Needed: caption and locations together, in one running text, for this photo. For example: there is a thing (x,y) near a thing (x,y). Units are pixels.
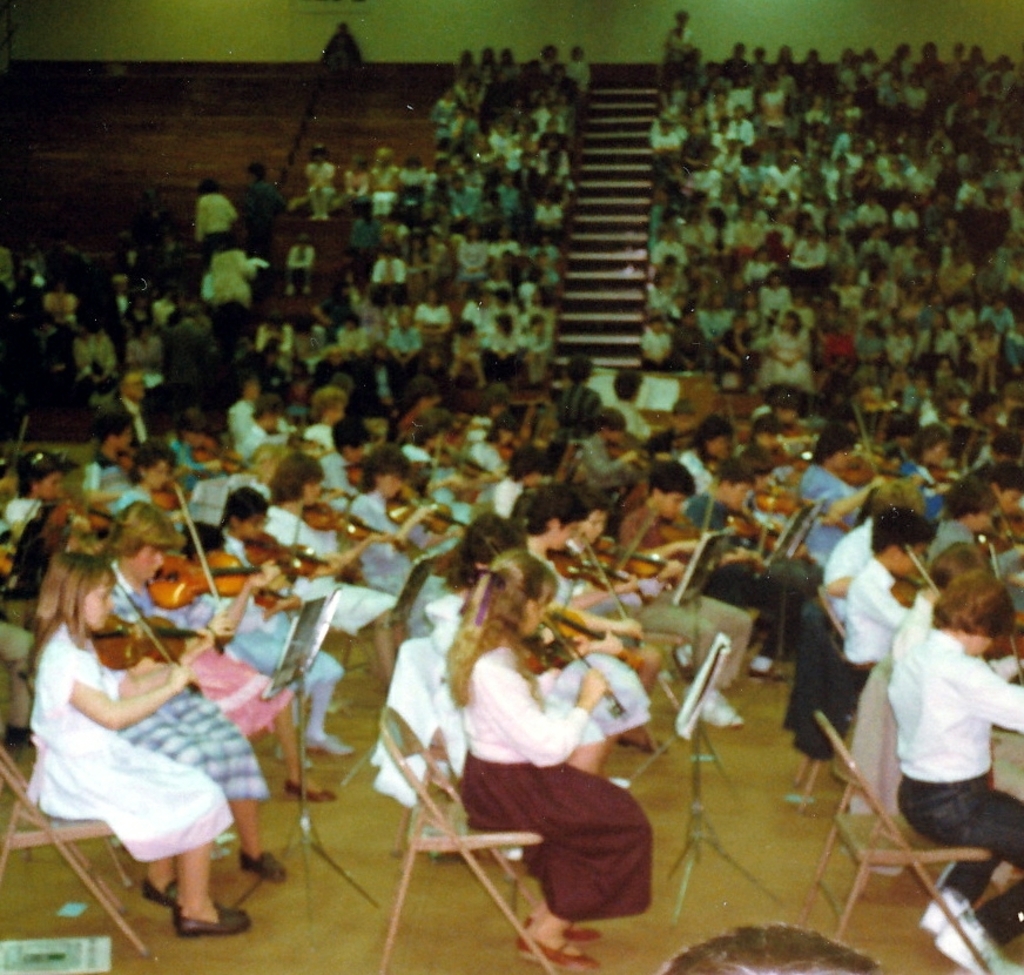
In the image there are many people (503,601) sat on chairs (465,848) and playing violin (594,634). In the back side (778,317) there are many audience (711,329) looking at them.
